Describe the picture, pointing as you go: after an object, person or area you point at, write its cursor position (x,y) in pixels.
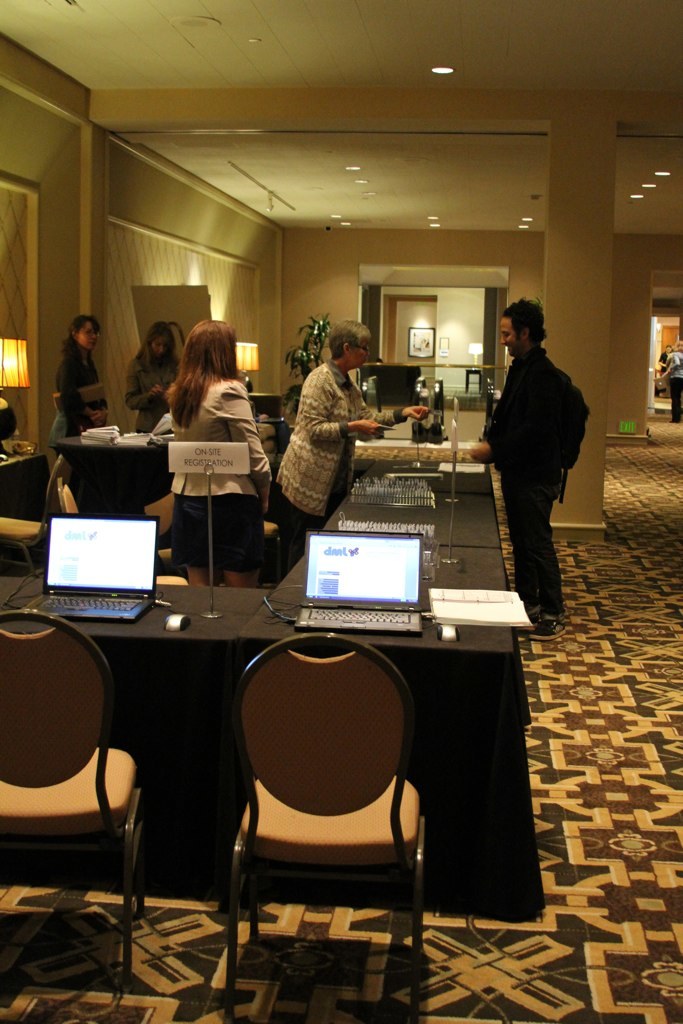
Here in the front (413,645) we can see a couple of chairs (17,760) and a couple of laptops (69,579) present on the table (457,530) and there are a group of people (87,362) standing at the back (537,386) and at the left side (24,340) we can see a lamp (0,343).
